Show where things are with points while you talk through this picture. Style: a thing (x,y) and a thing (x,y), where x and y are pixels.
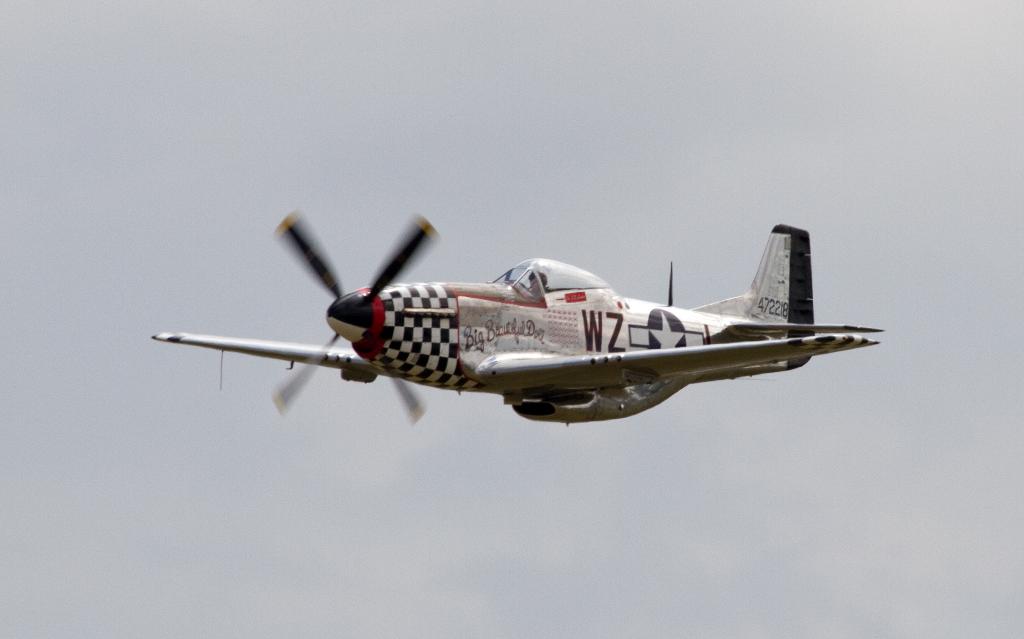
In the center of the image (508,296) we can see aeroplane (468,326). In the background (275,334) we can see sky (342,384) and clouds (519,474).
